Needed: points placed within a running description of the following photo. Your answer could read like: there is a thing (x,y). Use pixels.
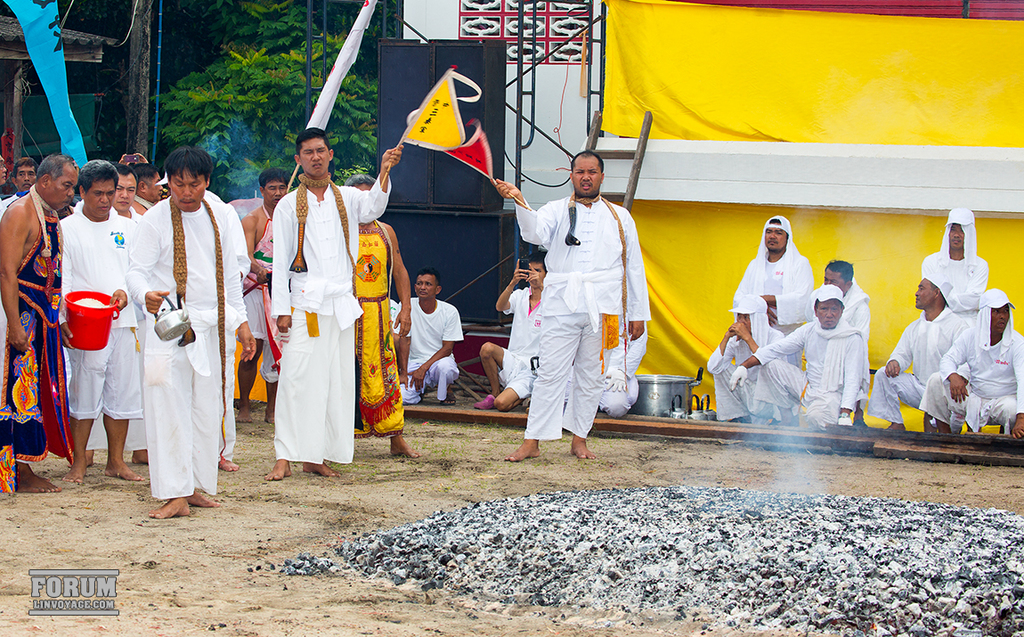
In this image in the center (389,268) there are persons (233,264) standing and sitting. In the front (621,570) on the ground (529,569) there is charcoal (771,579). In the background (646,222) there is sheet (679,114) which is yellow in colour, and there are black colour objects (431,195) and there are trees (250,71) and there is a wall (549,89) which is white in colour.
